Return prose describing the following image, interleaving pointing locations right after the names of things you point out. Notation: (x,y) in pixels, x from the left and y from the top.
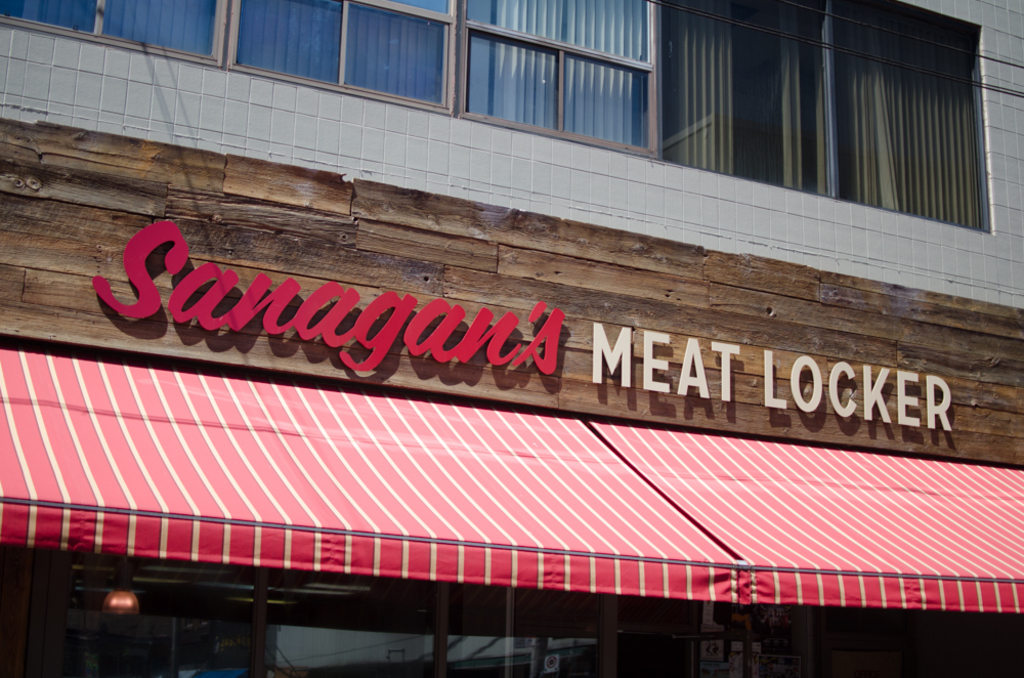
In the center of the image (444,380) there is a building (444,380). There are windows (321,34). There is a store (16,448) at the bottom of the image (601,677).
